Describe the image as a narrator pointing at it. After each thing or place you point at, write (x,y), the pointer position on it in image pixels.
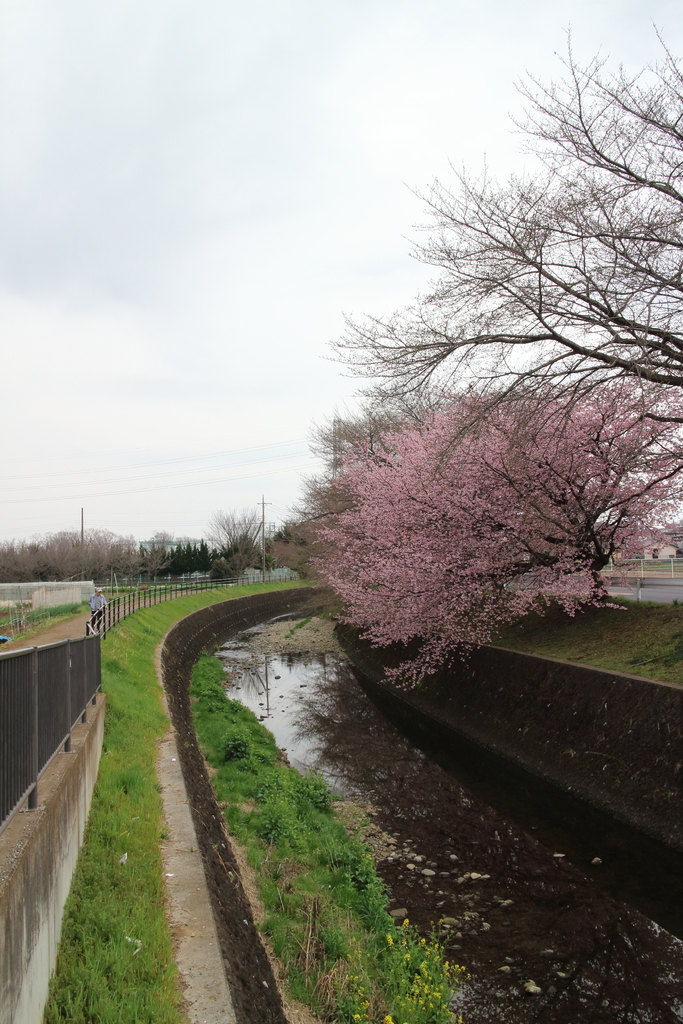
In this image we can see some water (382,721), on the right side of the water (325,716), there are some trees (350,531), on the left (219,739) we can see some grass (124,782) and the fence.
